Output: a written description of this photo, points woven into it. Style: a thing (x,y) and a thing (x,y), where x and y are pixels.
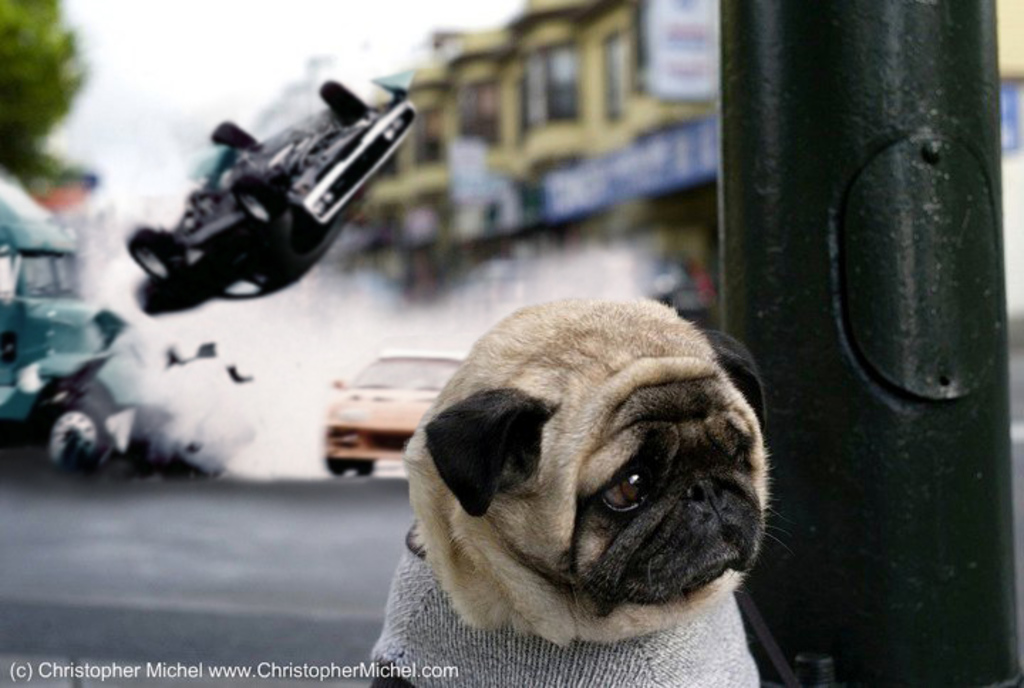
In this image we can see a dog (621,483) near the pillar (833,302), there are few vehicles (413,373), buildings (435,166), trees (9,92) and the sky (277,61) in the background (373,64).
